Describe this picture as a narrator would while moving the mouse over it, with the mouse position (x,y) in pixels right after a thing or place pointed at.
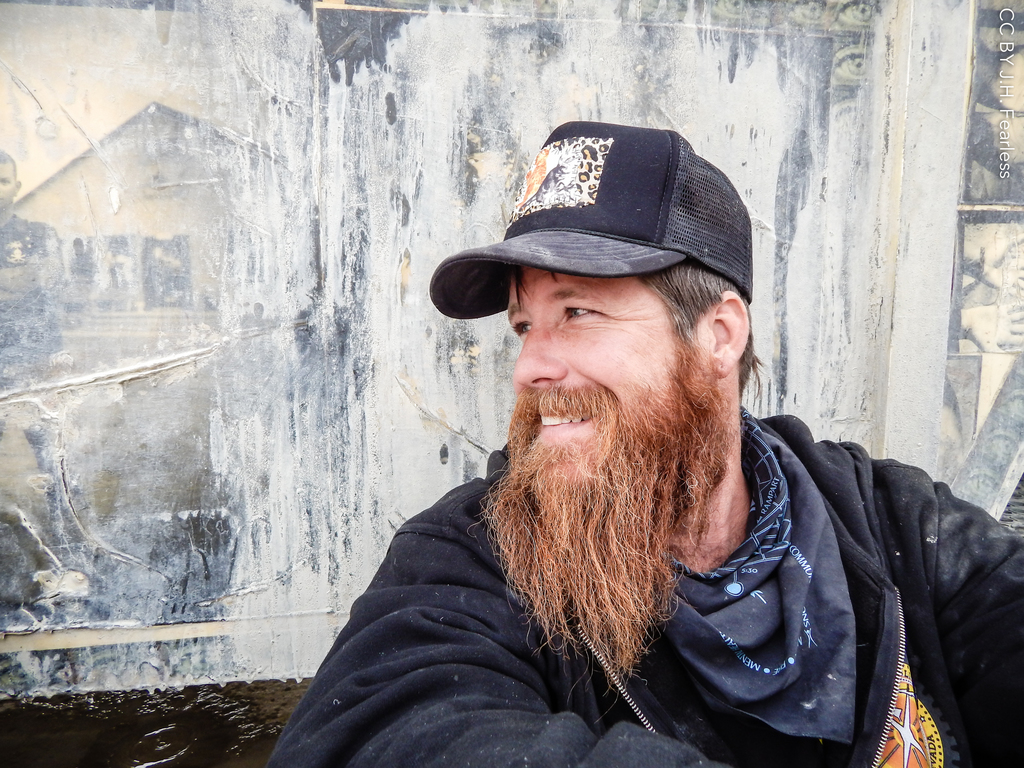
In this picture I can see there is a man (705,614), he is wearing a coat (641,733) and he has a mustache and beard (595,473).
